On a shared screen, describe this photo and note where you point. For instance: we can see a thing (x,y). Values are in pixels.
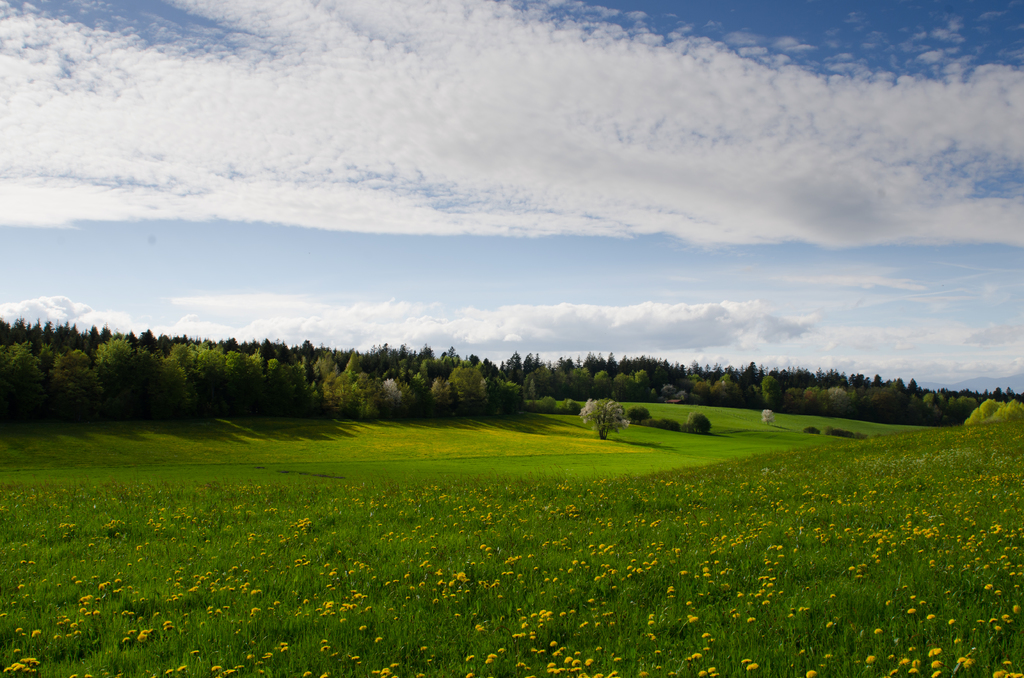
In this picture we can observe some flower plants (513,574) on the ground (594,537). There is some grass (500,455). In a background (116,381) there are some trees (161,384) and a sky (538,236) with some clouds (312,226).
